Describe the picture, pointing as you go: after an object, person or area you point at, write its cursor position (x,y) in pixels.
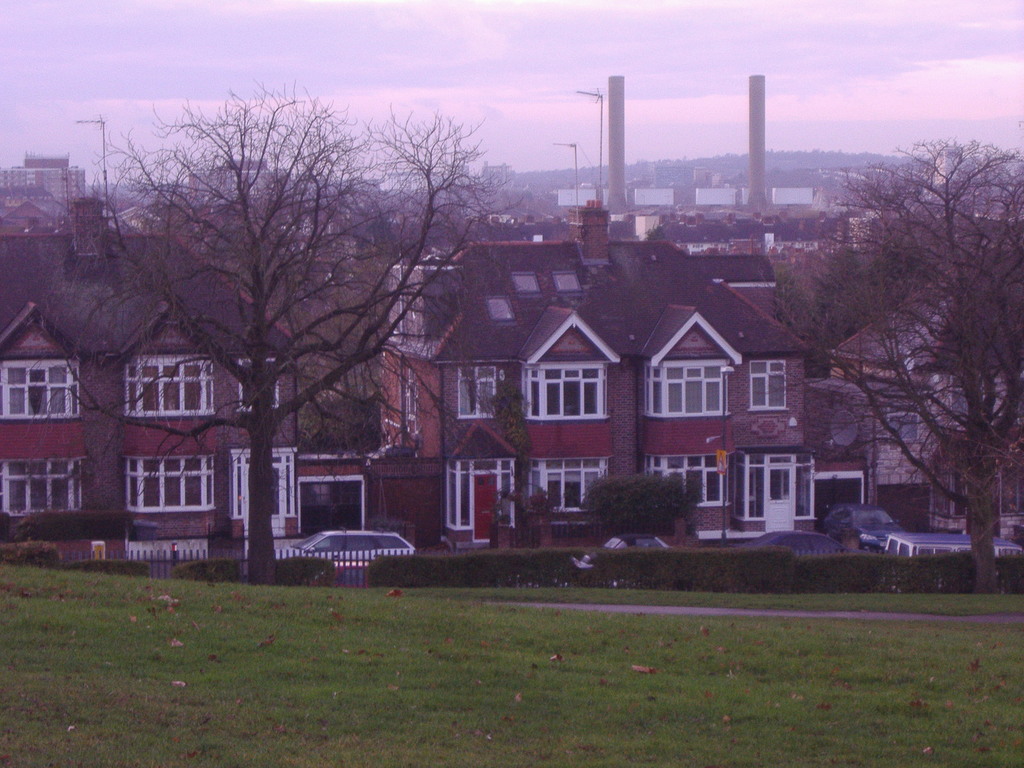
These are the buildings (622,386) with the windows (162,483). I can see the trees (813,306). These look like the bushes (446,573). This is the grass (302,668). I think these are the vehicles (651,543). I can see the towers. This is the sky (588,42).
